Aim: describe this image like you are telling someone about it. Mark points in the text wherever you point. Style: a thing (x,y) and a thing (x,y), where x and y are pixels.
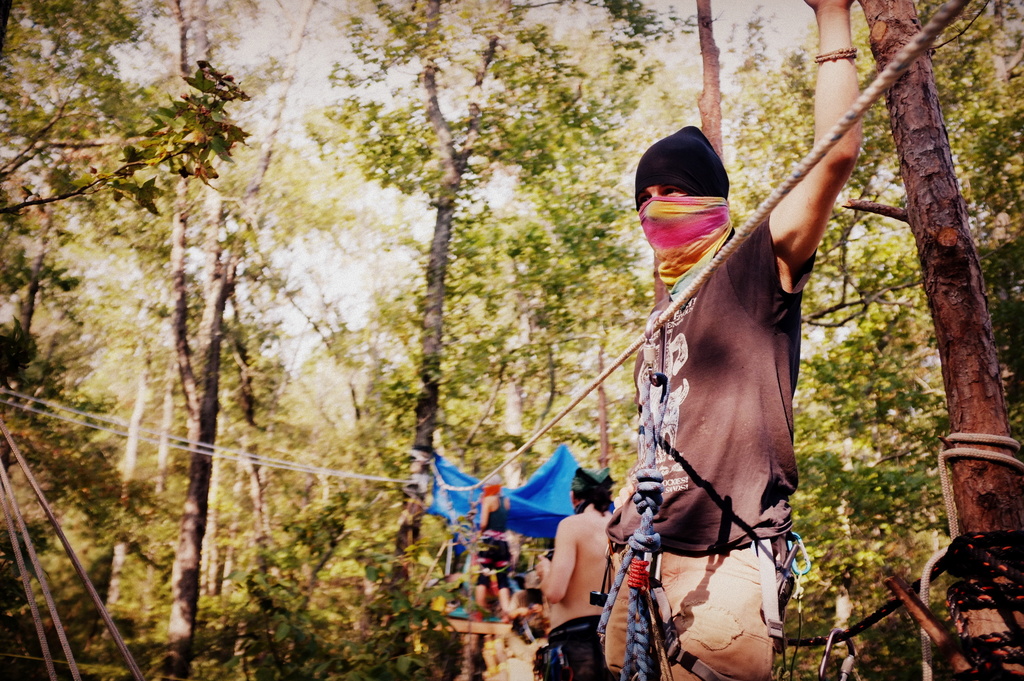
In this image I can see a person (691,530) holding an object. And there is a rope (69,418) and a tent (555,487). And there is a tree (907,39).
